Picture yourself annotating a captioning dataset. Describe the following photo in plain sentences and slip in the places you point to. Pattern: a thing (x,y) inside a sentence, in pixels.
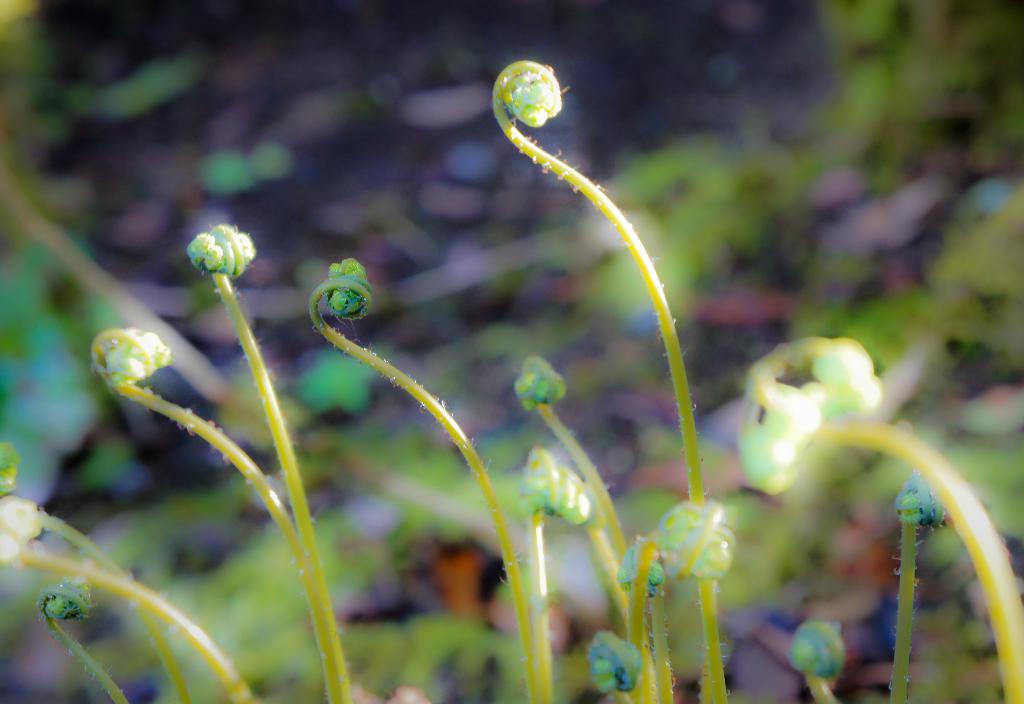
In the image we can see the plants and the background (177,198) is blurred.
